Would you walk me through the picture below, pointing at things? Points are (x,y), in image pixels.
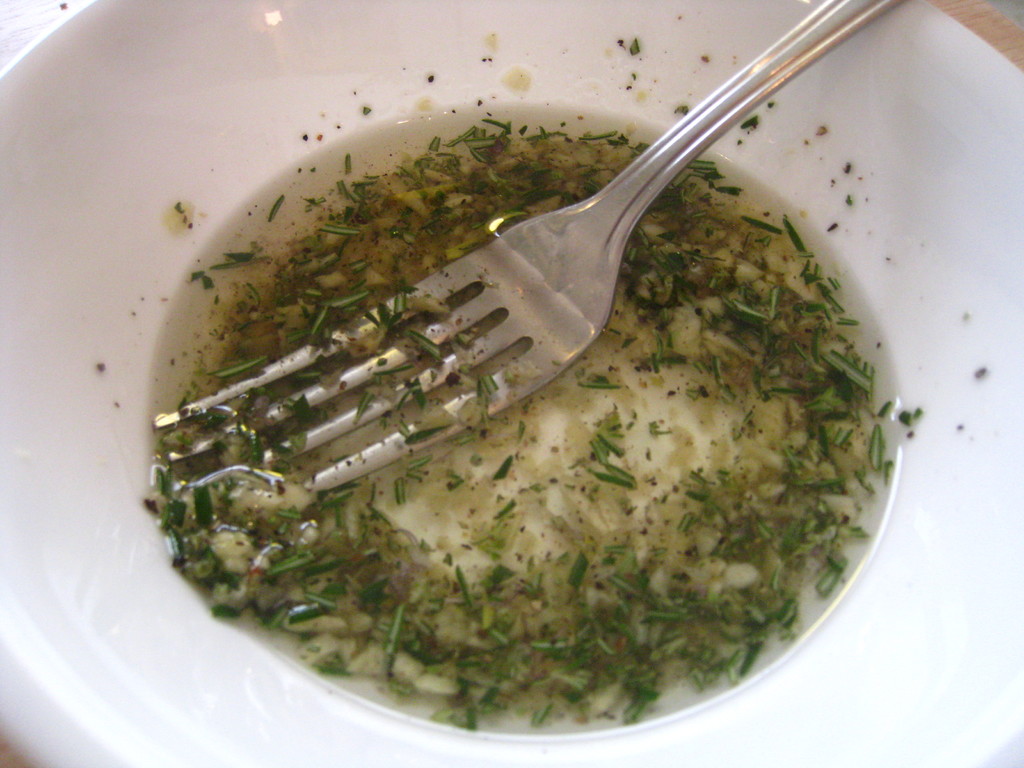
In this image there is soup (324,296) and a fork (855,14) in a bowl (828,159), on the object (985,19).
